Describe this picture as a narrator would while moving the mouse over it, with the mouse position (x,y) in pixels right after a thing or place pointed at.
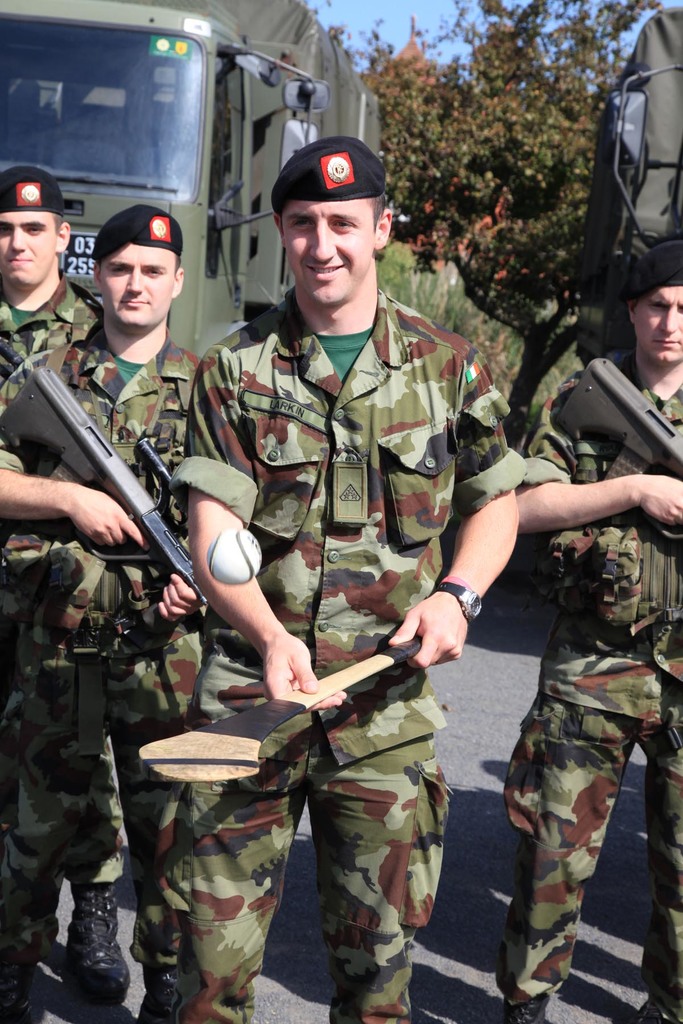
This picture is clicked outside the city. In this picture, we see four men (37,226) in uniform (416,569) are standing. The man (285,617) in the middle of the picture (340,634) is holding a bat (343,685) in his hand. In front of him, we see a white ball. He is playing with the bat (181,753) and the ball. Beside him, the man (129,434) is holding a rifle (32,409) in his hand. On the right side (547,487), the man (592,514) is also holding a rifle (582,403) in his hands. Behind them, we see vehicles (186,76) on the road (499,587). In the background (503,187), there are trees (440,194).
